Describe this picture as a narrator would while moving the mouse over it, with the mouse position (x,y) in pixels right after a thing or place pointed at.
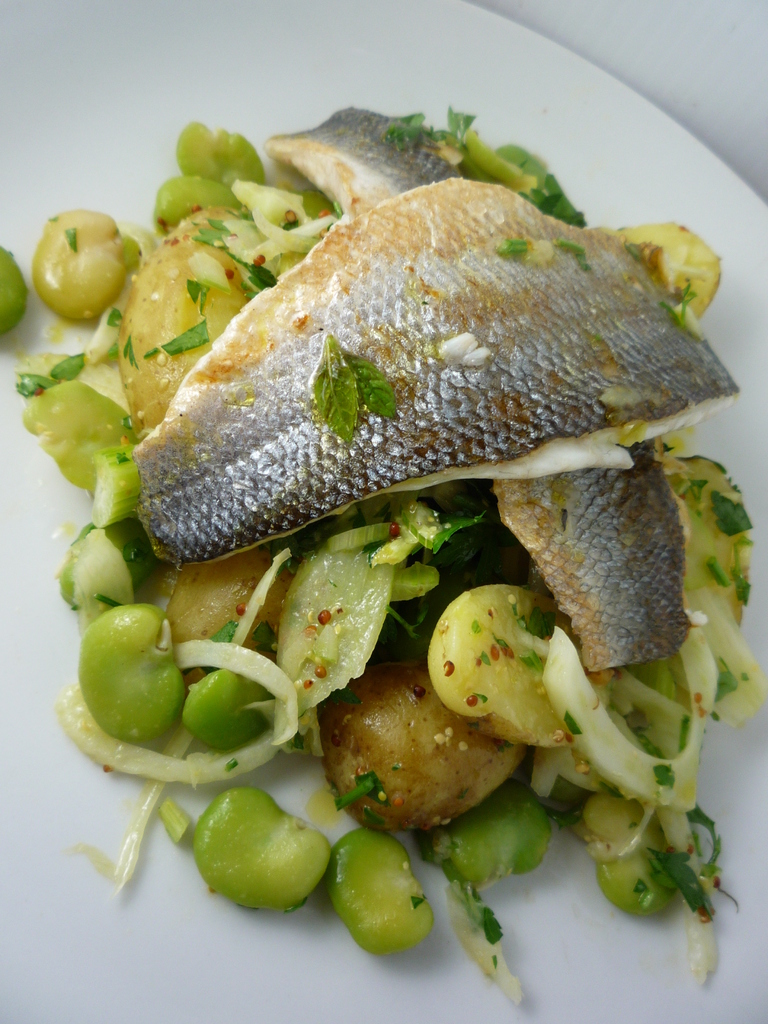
There are some food items (433,545) in the center of the image (381,560).
